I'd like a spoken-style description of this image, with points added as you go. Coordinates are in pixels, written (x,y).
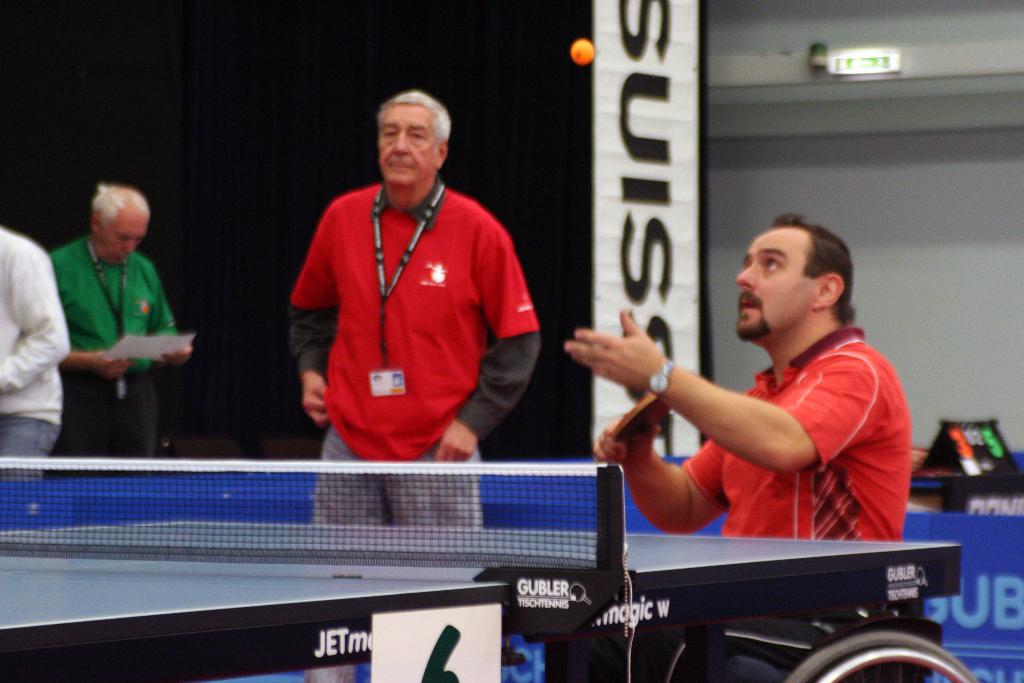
As we can see in the image there is a white color wall (932,165), banner (672,175) and four people (85,283) over here and there is a net (261,498).
